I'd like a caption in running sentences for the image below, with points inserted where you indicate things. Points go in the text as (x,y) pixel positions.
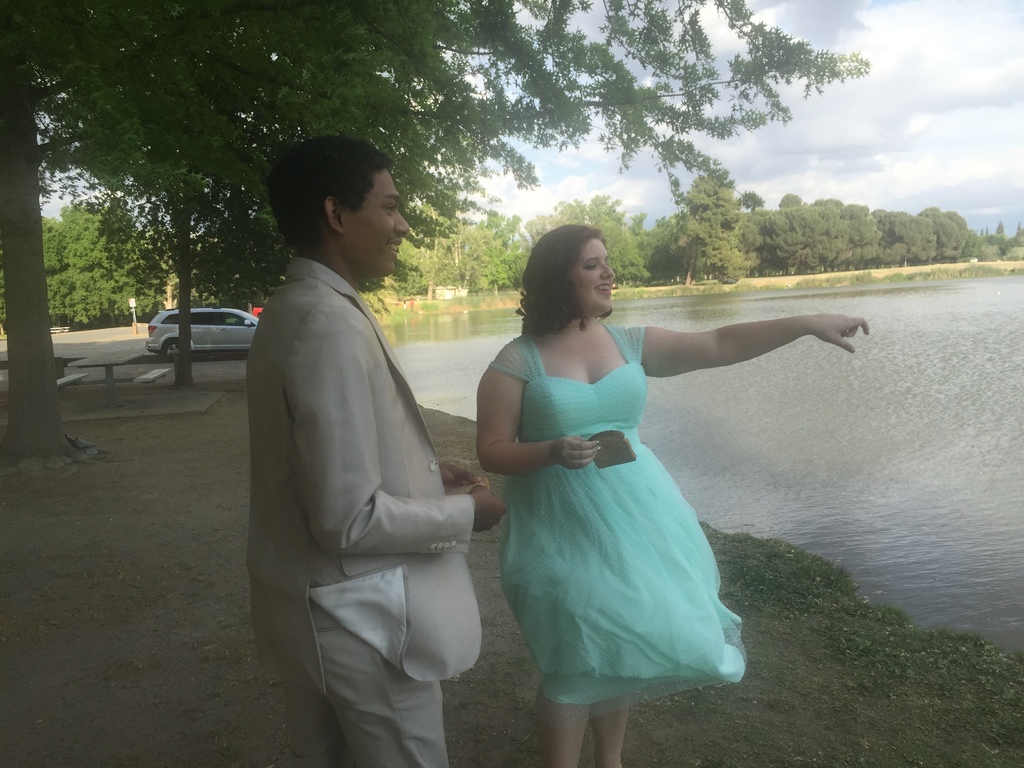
In this picture there is a woman (604,313) who is wearing dress (615,621) and holding a bread (607,446), beside her there is a man (322,361) who is wearing suit (370,554) and trouser (403,701). He is also holding a bread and both of them are smiling. On the right (790,436) i can see the water (992,375). On the left (112,343) i can see the table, bench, road (135,338) and car (167,338). In the background (56,295) i can see the trees (864,225), plants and grass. In the top right (1003,113) i can see the sky (984,63) and clouds (994,124).
